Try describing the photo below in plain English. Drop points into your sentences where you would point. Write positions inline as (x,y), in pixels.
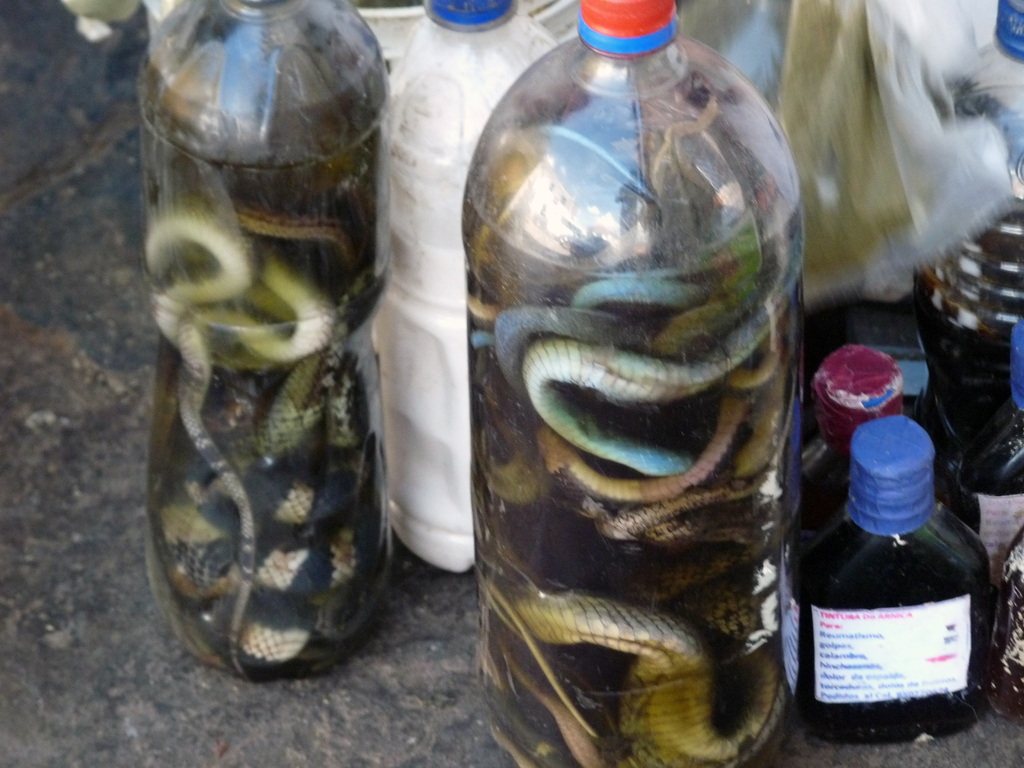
Bottles (294,320) with snakes (306,471) in it on ground (5,492).
